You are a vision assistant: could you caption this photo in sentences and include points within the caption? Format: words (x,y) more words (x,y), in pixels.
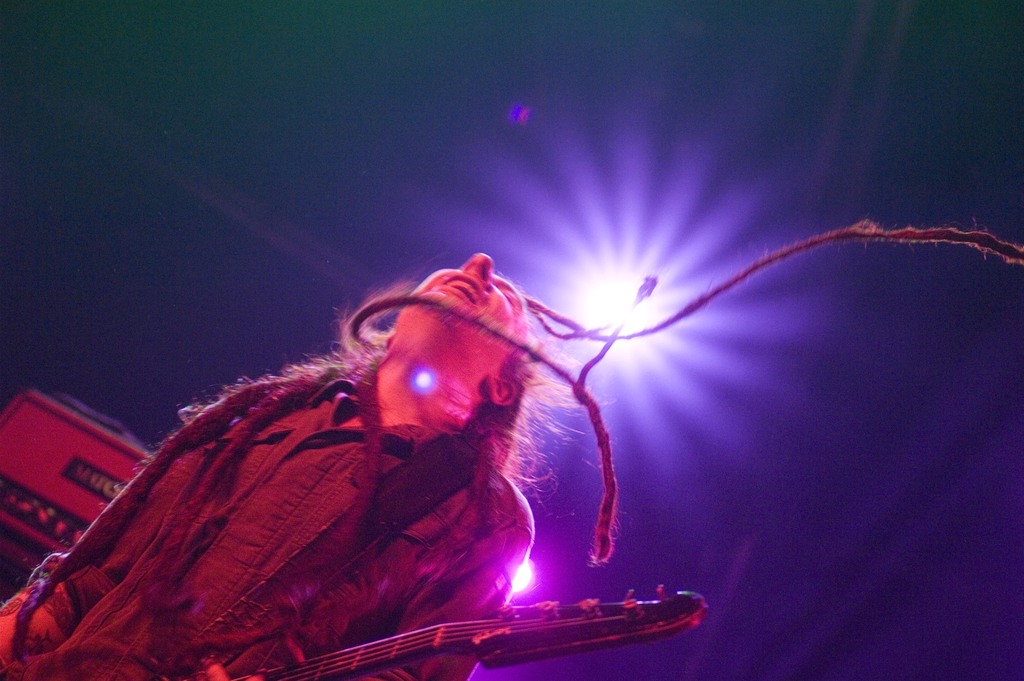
This picture is clicked in a musical concert. The man (306,509) at the bottom of the picture (372,549) wearing brown shirt (353,462) is holding a guitar (511,642) in his hand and he is playing it and I think he is singing the song. Behind him, we see an amplifier (57,406) and it is dark in the background (750,360).
